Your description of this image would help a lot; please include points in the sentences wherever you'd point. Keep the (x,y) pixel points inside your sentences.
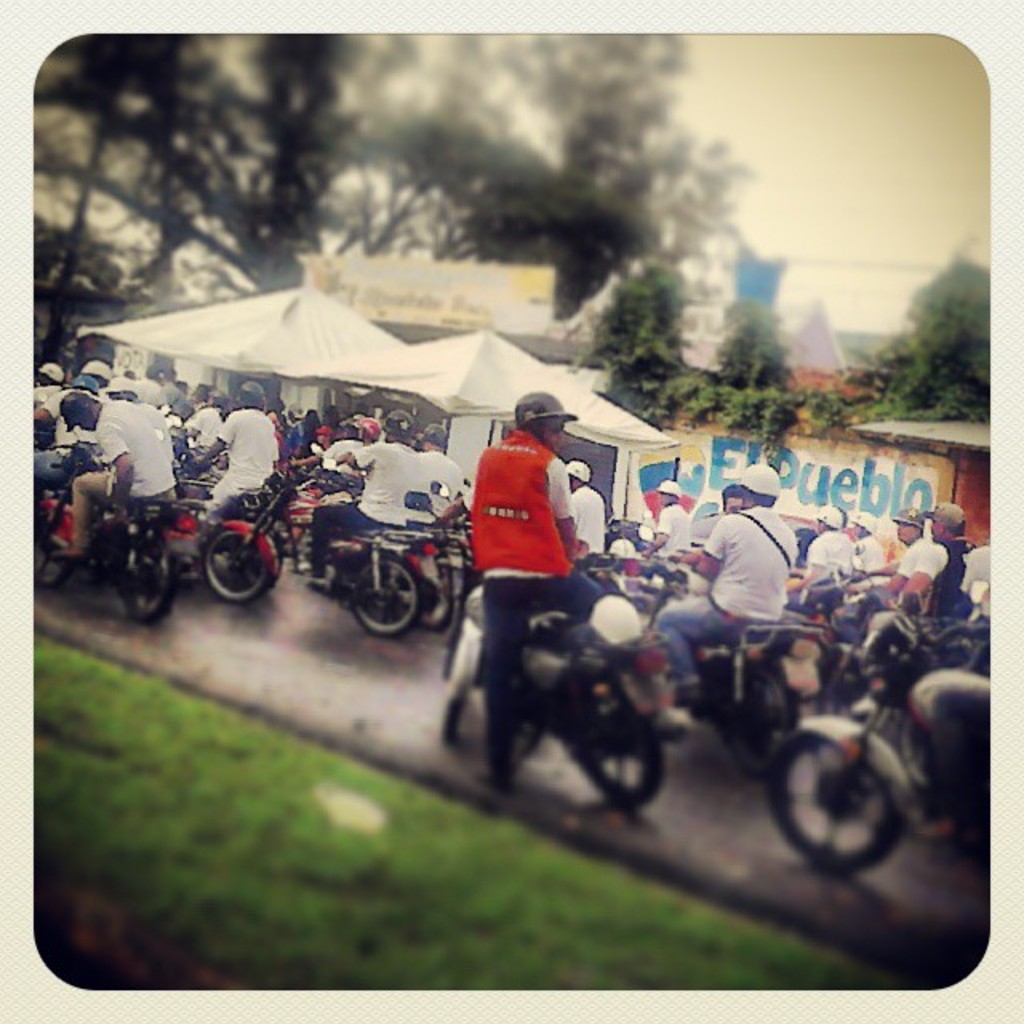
It is an image huge people (360,437) are riding bikes (623,561) one after the other in the background (585,200) there are trees (585,200), some banner (525,296) and sky (748,226) below there is a grass (302,819).
